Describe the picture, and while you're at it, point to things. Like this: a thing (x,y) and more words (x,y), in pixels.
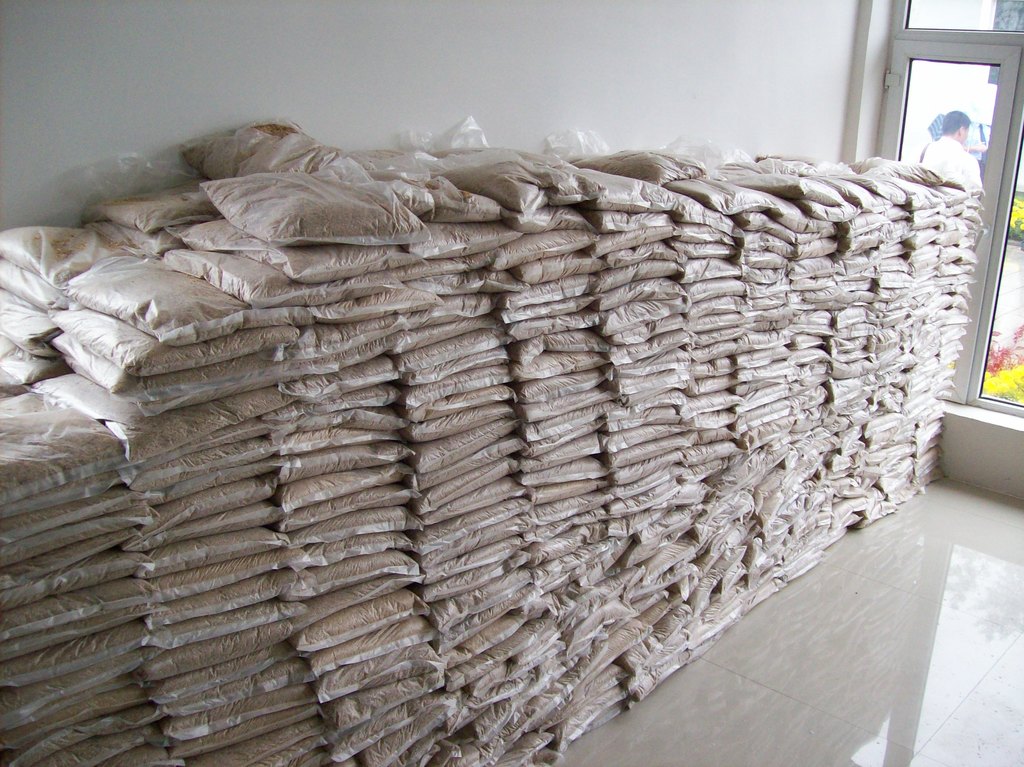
In this image we can see some packets (646,453) on the floor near the white wall (275,38). Through the glass window (991,351) we can see one man (955,124), standing, few objects (1011,23) on the right side of the image (1021,15) and some plants (1005,387) on the ground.
